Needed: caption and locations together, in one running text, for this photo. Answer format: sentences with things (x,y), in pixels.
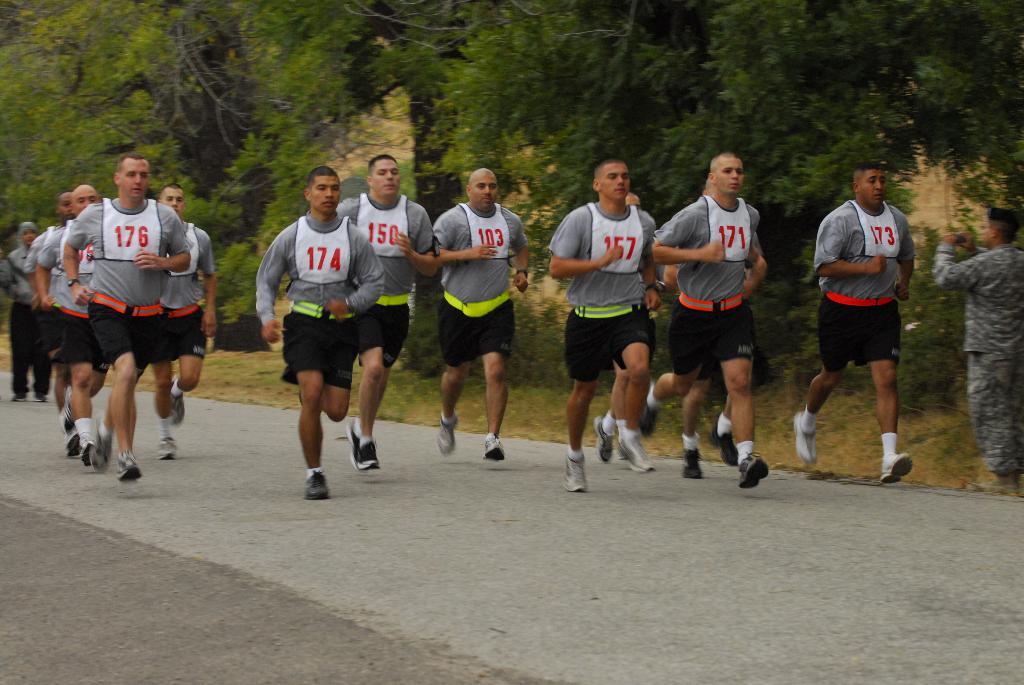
In this picture I can see many peoples (595,339) were wearing the same dress (568,344) and they are running on the road (545,466). On the right (993,285) there is a man (990,298) who is wearing the army uniform (993,351) and holding a camera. On the left (37,339) there is a security man (1,263) who is a standing on the road (983,650). In the background (658,161) I can see many trees (293,87), plants (346,186) and grass (937,461).
